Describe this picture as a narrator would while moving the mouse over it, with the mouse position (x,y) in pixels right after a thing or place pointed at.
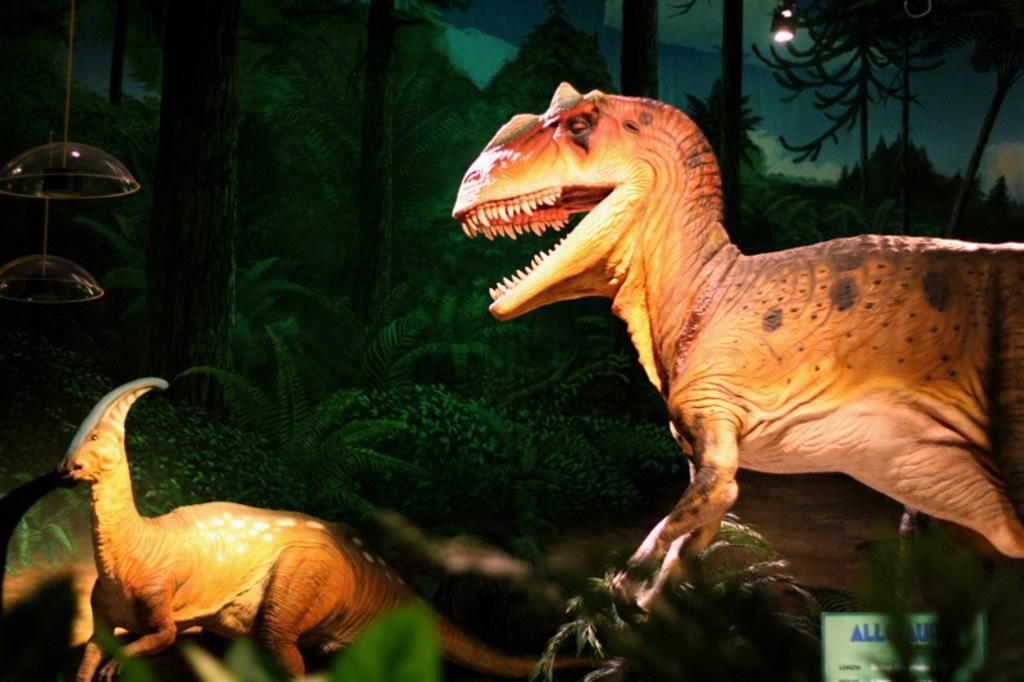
In the foreground of this picture (687,403), there are two dinosaur sculptures (673,373) in the front (697,388) and in the background (400,190), there is a painted cardboard (328,190).
